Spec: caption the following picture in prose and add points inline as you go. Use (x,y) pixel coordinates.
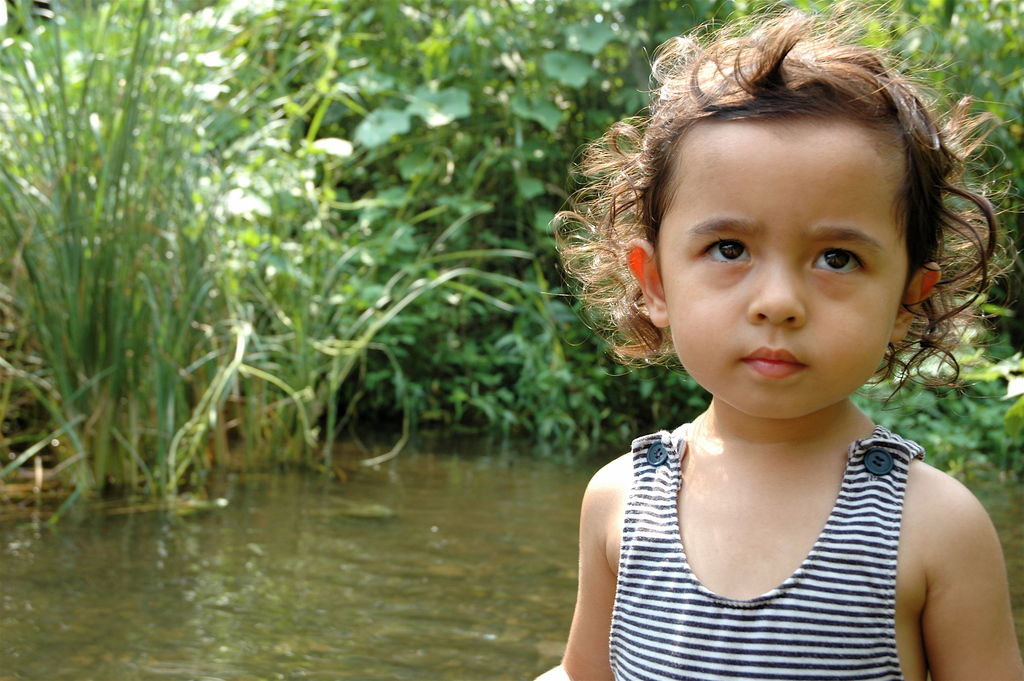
In this image we can see a child (741,297). In the background (286,267) there are water (330,567) and plants (366,189).
